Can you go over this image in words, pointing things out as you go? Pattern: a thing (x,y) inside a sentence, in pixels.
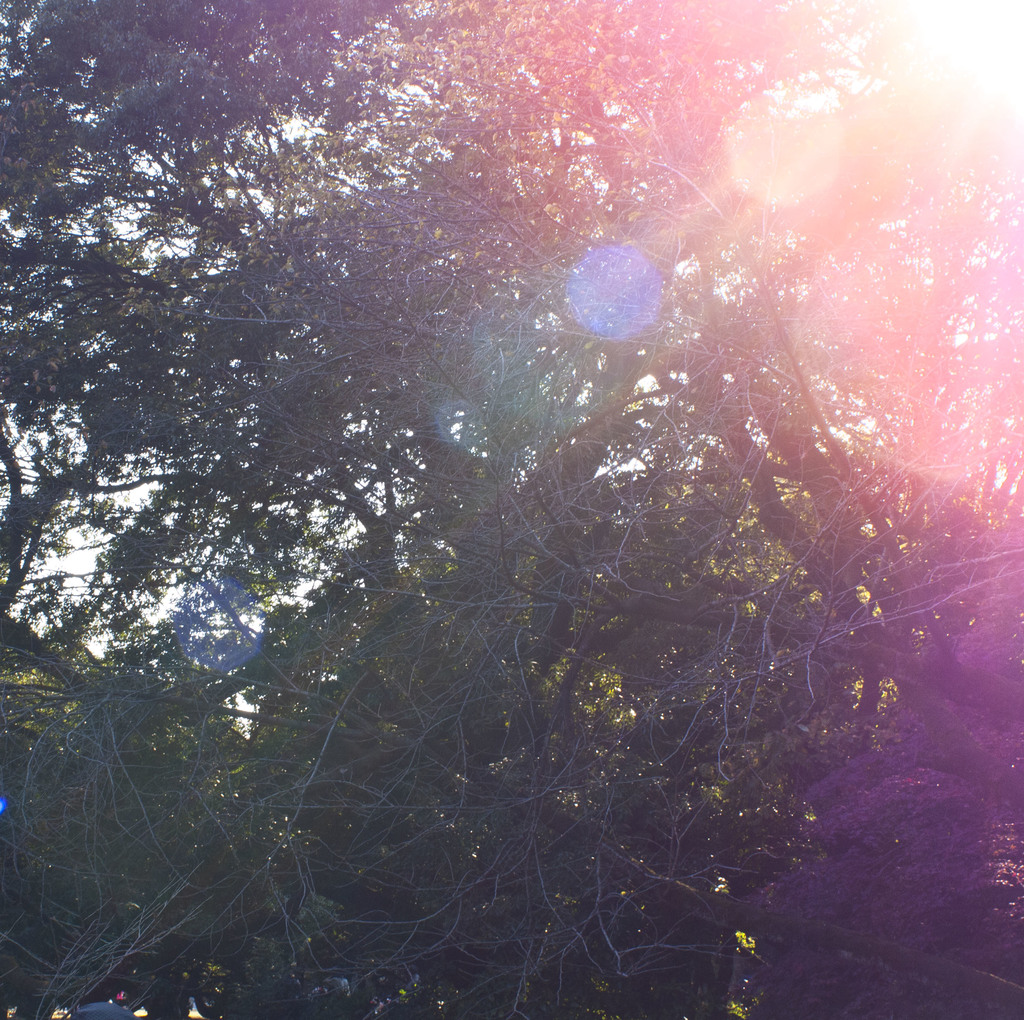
In this image we can see a tree (761,208). There is a bright sunshine (794,188) in the image. There is a sky (93,563) in the image.
